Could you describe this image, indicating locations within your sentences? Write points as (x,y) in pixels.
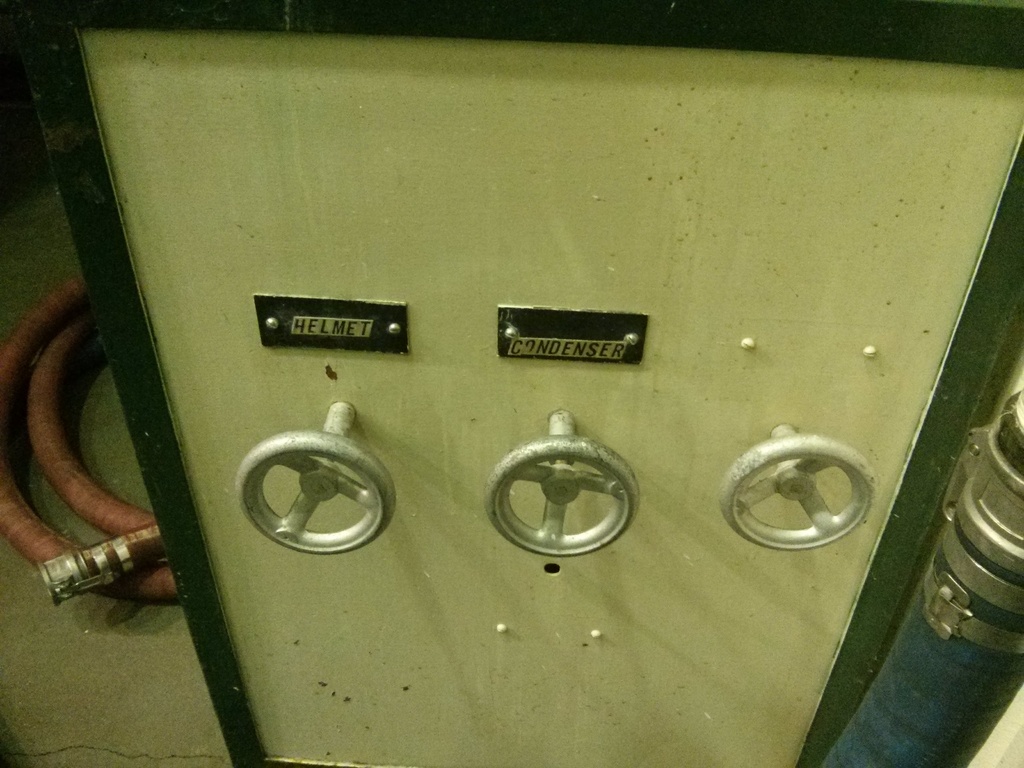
In this image I can see a pipe (24,331) and metal wheels (569,489) on a cupboard (183,276). This image is taken may be in a hall (139,632).
